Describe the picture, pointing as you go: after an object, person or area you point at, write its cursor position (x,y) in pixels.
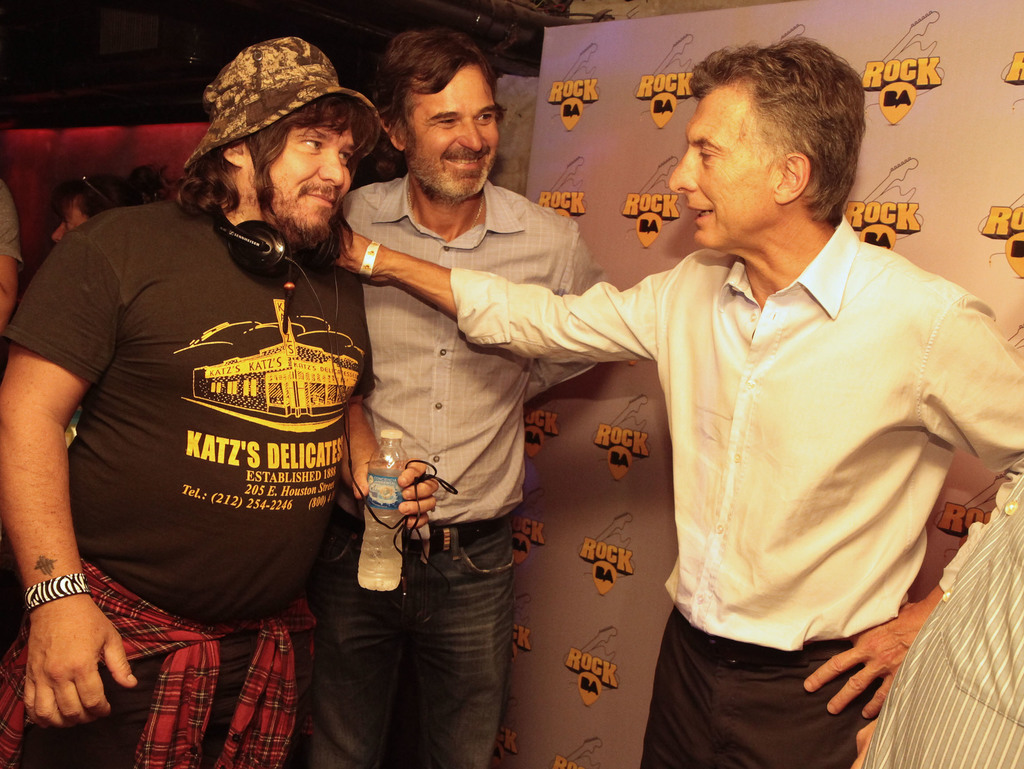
On the left side (209,354), there is a person (320,220) in a T-shirt (239,372), wearing a cap (292,50) and holding a cable (431,484) and the bottle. On the right side (824,466), there is a person (882,634) in white color shirt (824,484), placing a hand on the shoulder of the person (317,201), speaking and standing. Beside him, there is another person (1023,640). In the background (1022,136), there is a hoarding (936,48). And the background (83,83) is dark in color.
